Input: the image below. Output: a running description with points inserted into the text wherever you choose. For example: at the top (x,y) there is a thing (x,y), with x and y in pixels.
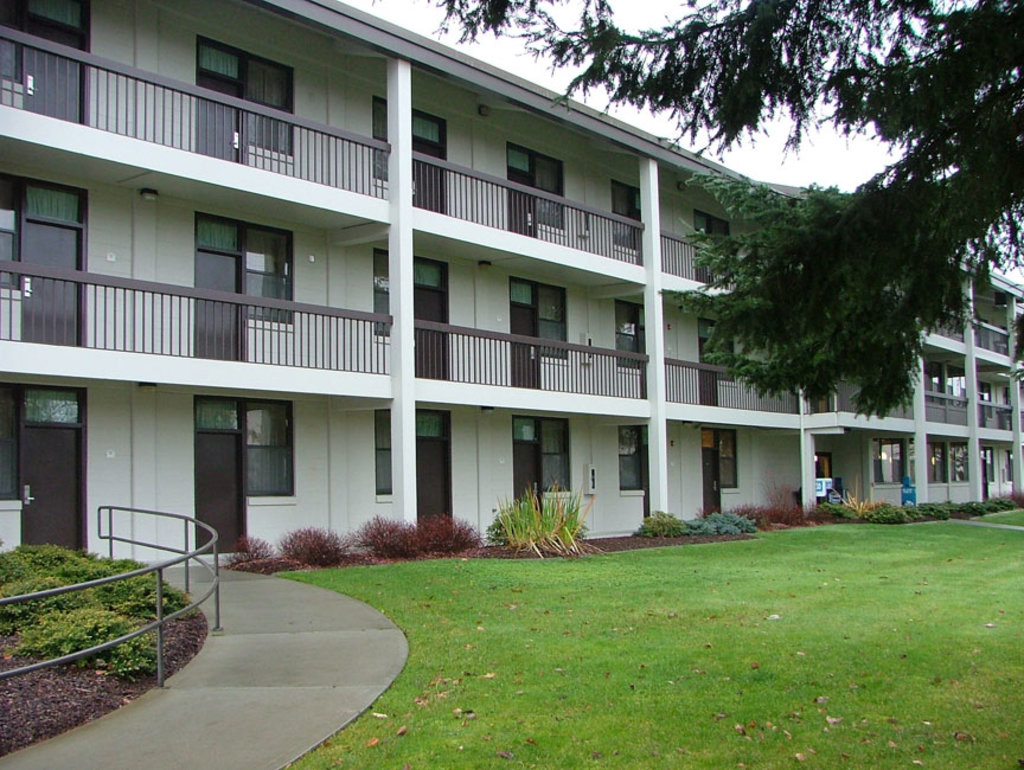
This image is taken outdoors. At the bottom of the image (692,712) there is a ground (744,671) with grass (778,586) on it and there is a floor (221,668). On the right side of the image (898,224) there is a tree (774,302). In the middle of the image (479,304) there is a building walls (344,450), windows (263,466), doors (434,296), railings (607,361), balconies (241,364), pillars (404,422) and a roof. There are a few plants (669,524) on the ground (678,540). On the left side of the image (59,590) there is a railing (99,585) and there are a few plants (84,614).
